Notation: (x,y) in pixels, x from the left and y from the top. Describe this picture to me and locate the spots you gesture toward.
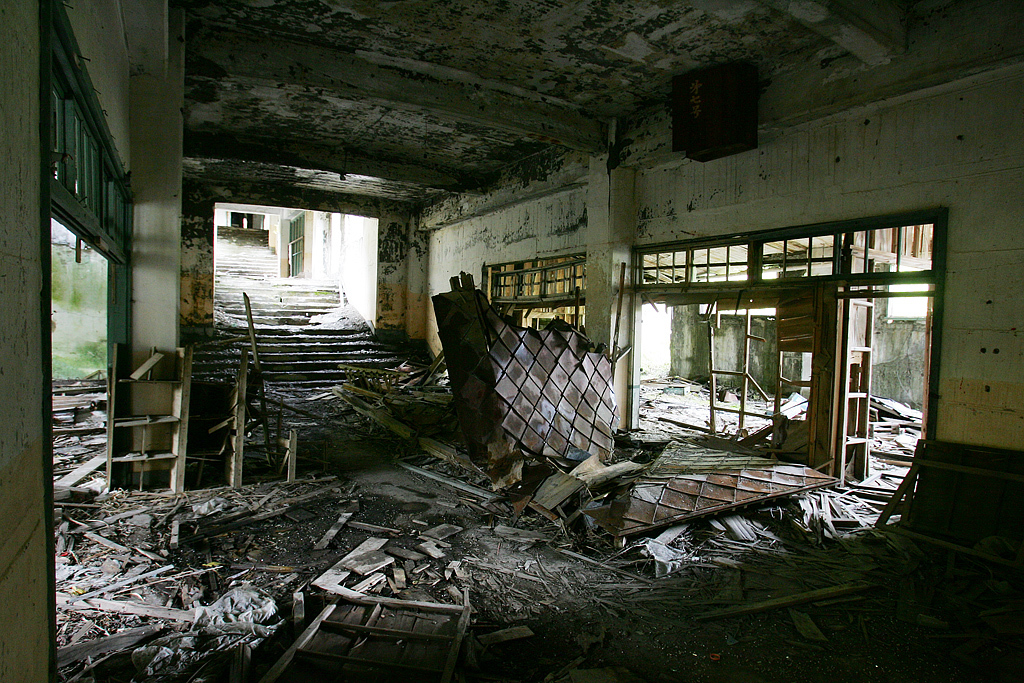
This picture is taken in an old building (574,230). At the bottom (323,573), there are broken furniture (449,646). Towards the left (288,347), there is a staircase (311,328).
